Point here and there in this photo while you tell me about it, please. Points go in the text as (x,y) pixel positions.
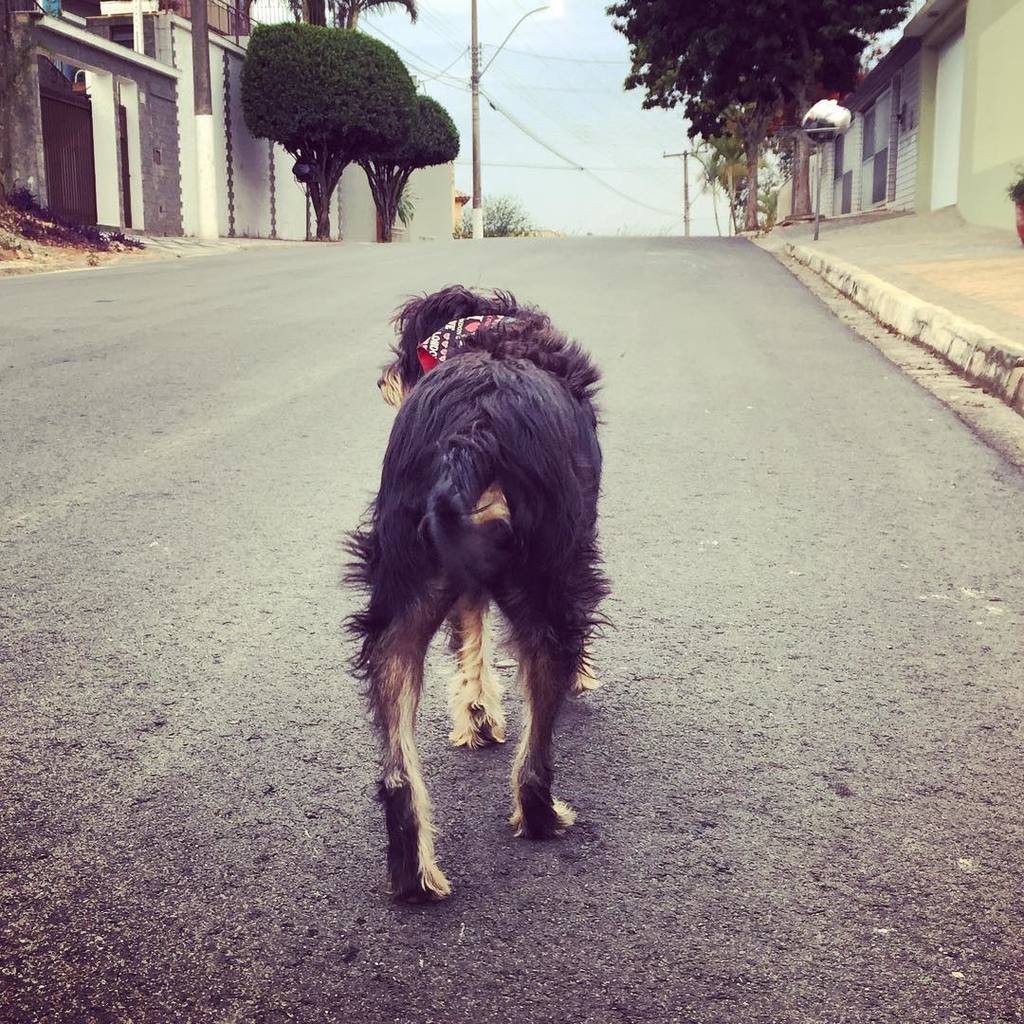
In the center of the image (502,527) we can see a dog (487,557) on the road (443,667). In the background (571,134), we can see the sky (552,129), buildings (161,40), trees (850,84), poles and a few other objects (832,100).
